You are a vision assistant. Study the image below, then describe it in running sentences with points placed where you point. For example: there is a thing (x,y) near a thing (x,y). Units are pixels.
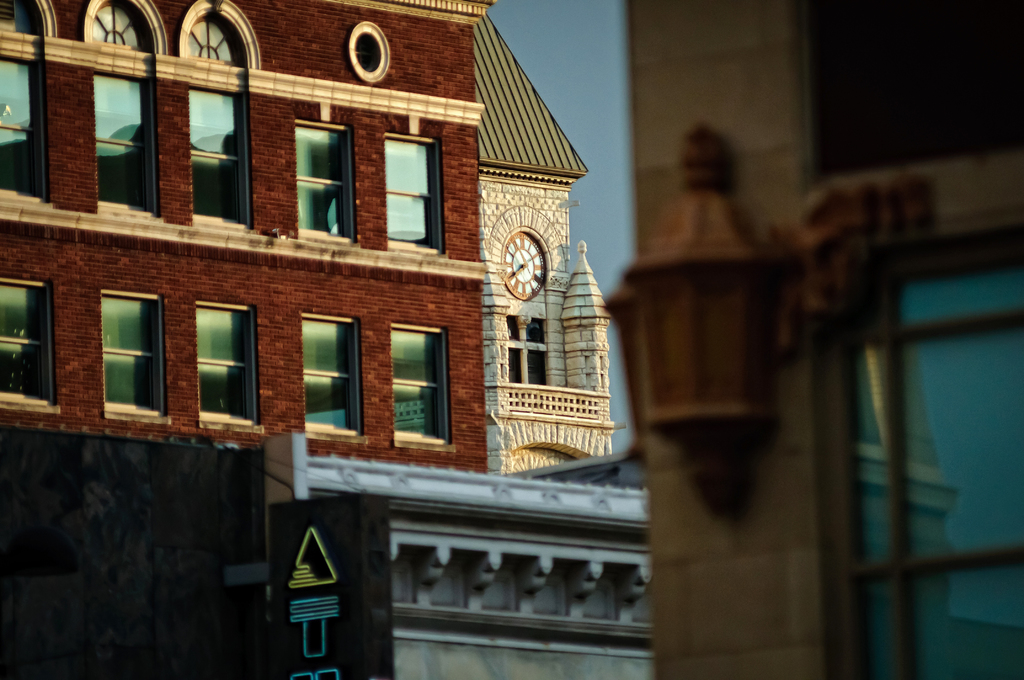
In this picture we can see buildings (394,505), light (729,390), board (297,669) and clock (526,252) on the wall (537,220). In the background of the image (578,54) we can see the sky (618,179).
